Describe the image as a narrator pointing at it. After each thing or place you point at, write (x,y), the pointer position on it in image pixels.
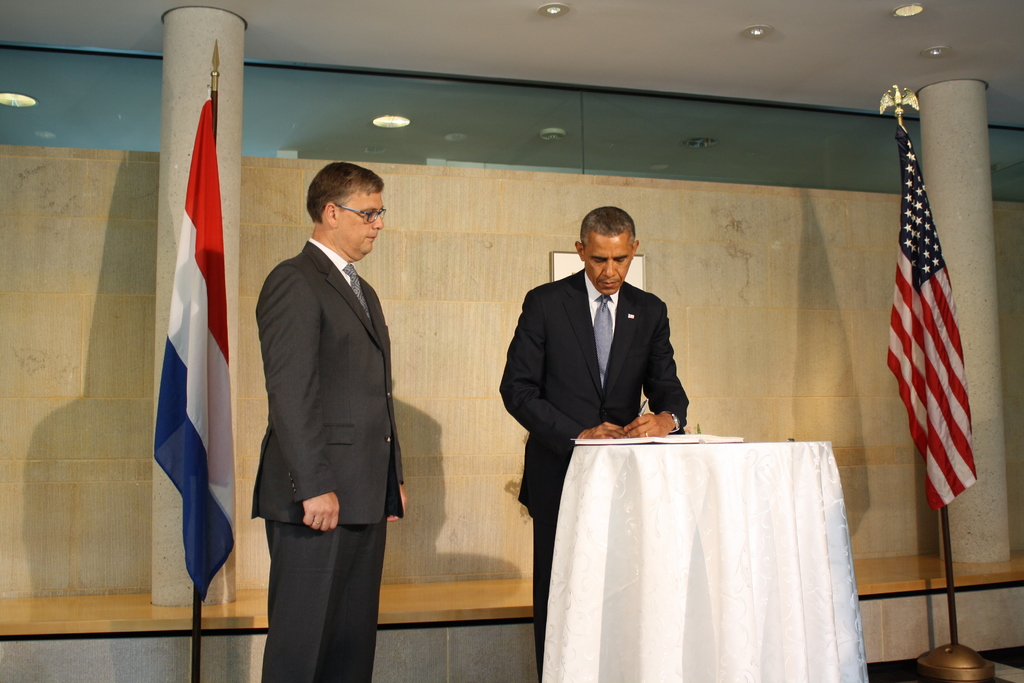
In this image there are two men (373,539) standing and a man (533,503) is standing behind the table (640,470), on either side of the men (579,417) there are flags (922,321), in the background (492,317) there is wall (119,242), at the top (754,39) there is a ceiling (827,31) and lights (914,11).
